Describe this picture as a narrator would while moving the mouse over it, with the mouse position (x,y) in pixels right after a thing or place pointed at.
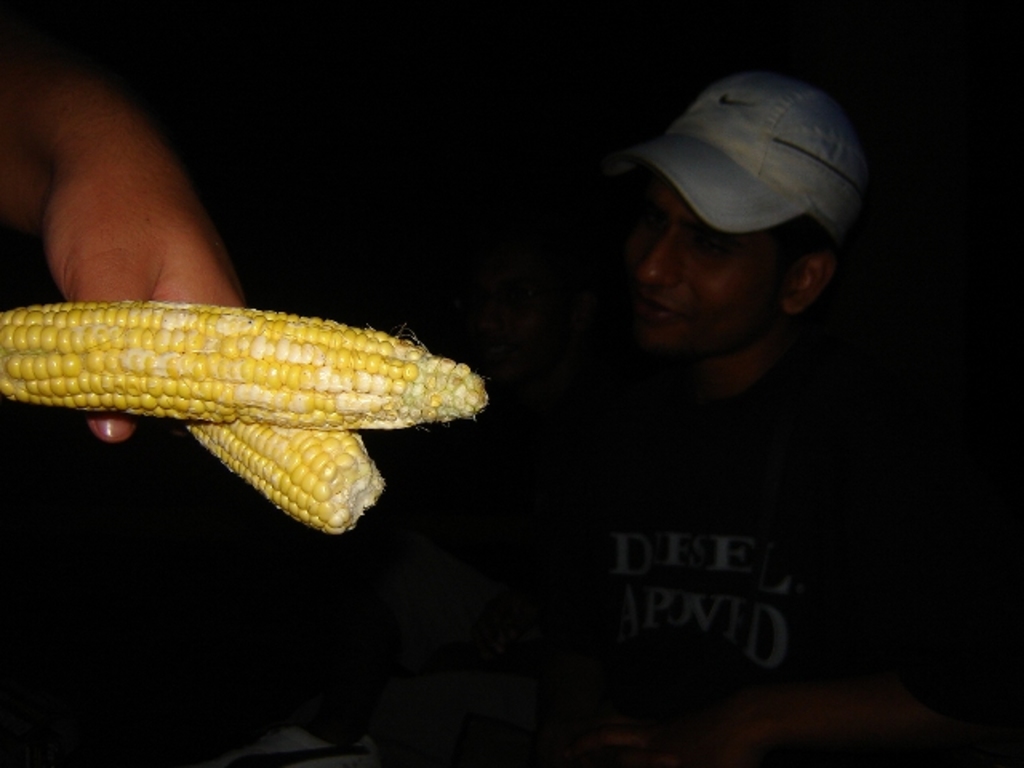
Here we can see a person hand (130,228) and yellow corn (220,415). Background (746,356) there are people (640,498). This man (729,401) wore cap (790,157).
